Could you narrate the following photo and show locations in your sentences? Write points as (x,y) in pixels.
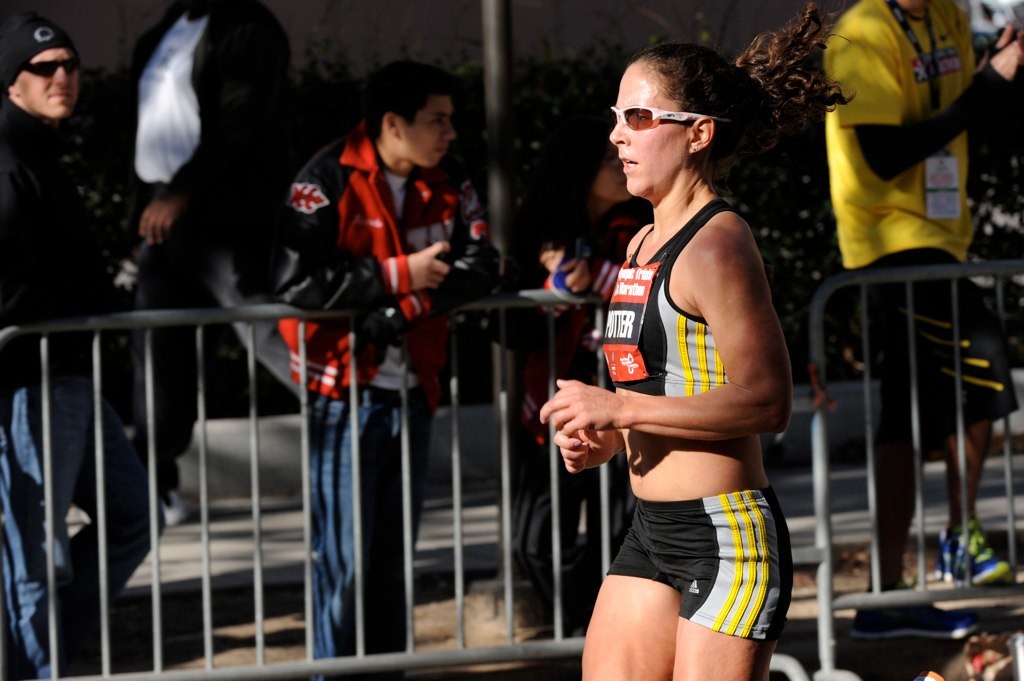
In this image in the front (697,350) there is a woman (704,399). In the background (388,331) there is a fence (454,338) and behind the fence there are persons (320,246) standing, there are plants (319,69) and there is a wall (344,42) and there is a pole (497,66).
